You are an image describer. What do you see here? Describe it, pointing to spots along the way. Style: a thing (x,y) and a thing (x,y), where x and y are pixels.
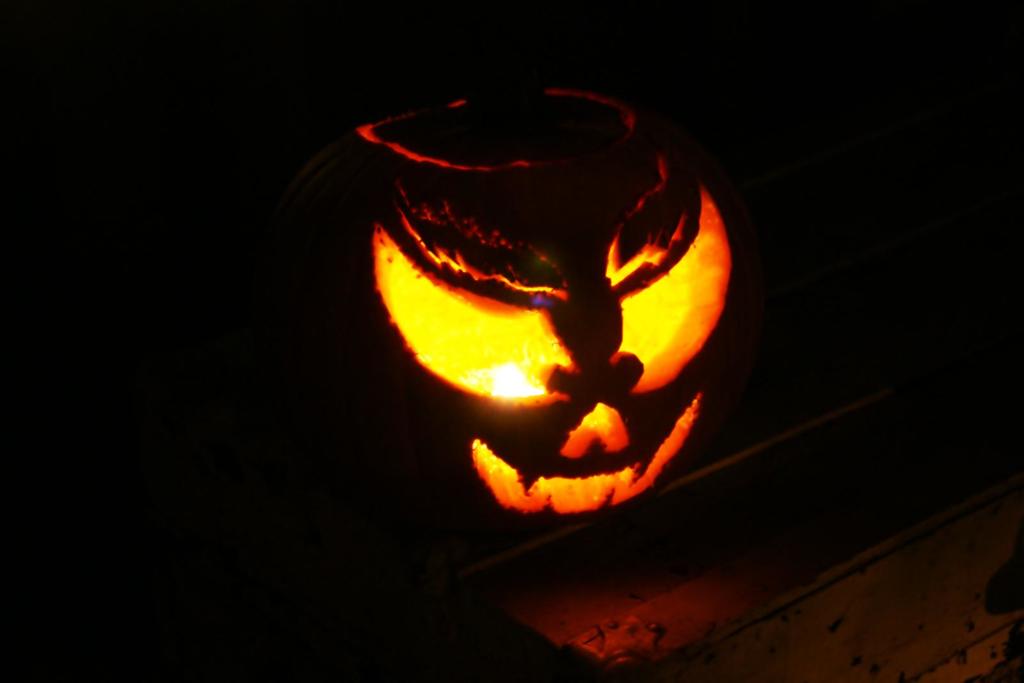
Background (189,55) portion of the picture is completely dark. In this picture we can see a carved pumpkin (543,382) and a light (528,379) is visible. At the bottom portion of the picture (800,634) we can see an object (788,596).
